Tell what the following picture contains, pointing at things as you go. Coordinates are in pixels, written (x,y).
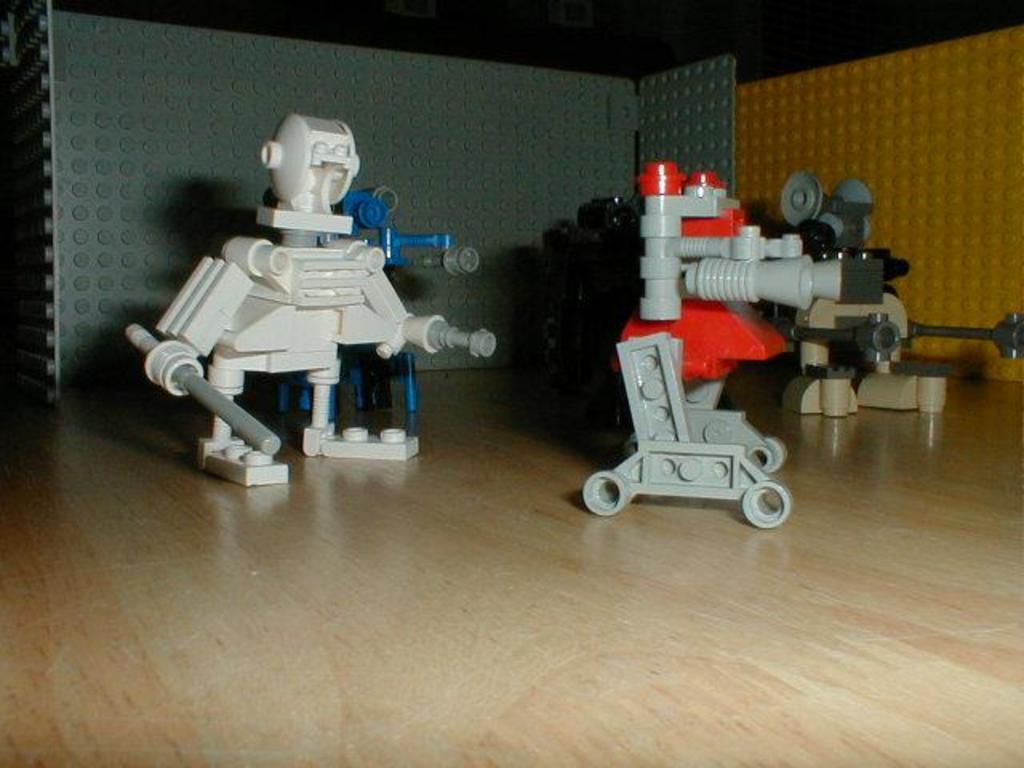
In this picture we can observe toys (690,427) on the cream color surface (449,581). These toys (703,337) are in white, blue and red colors. We can observe grey and yellow color blocks (500,141) in the background (543,130).
